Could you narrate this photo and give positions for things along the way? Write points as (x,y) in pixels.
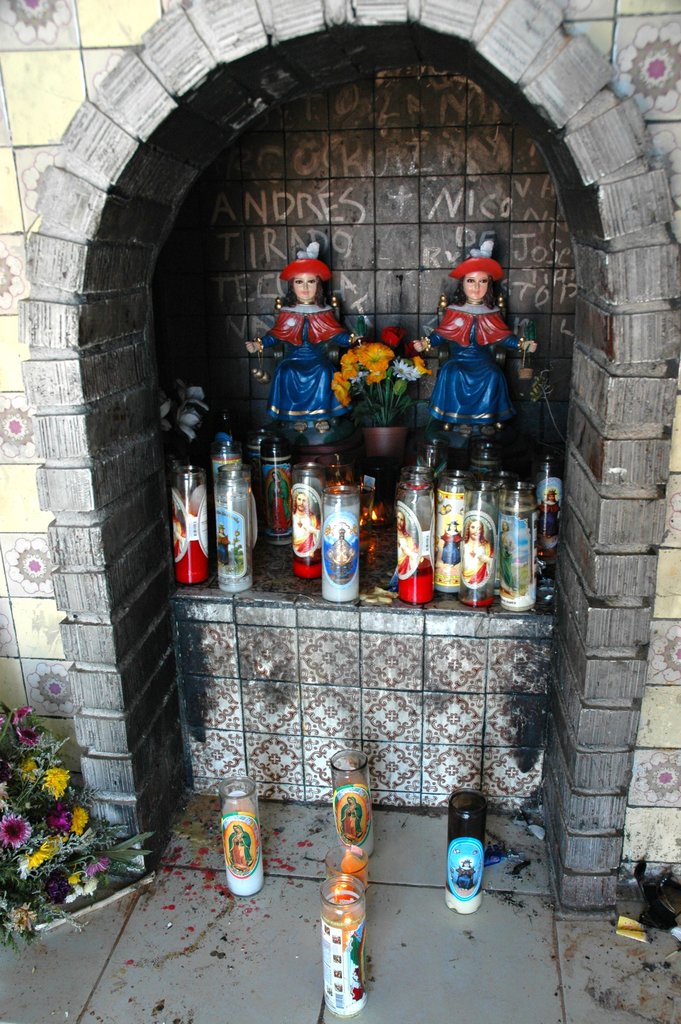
In this image we can see two dolls (295,392) and a flower vase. These are all looking like candles (484,575).
